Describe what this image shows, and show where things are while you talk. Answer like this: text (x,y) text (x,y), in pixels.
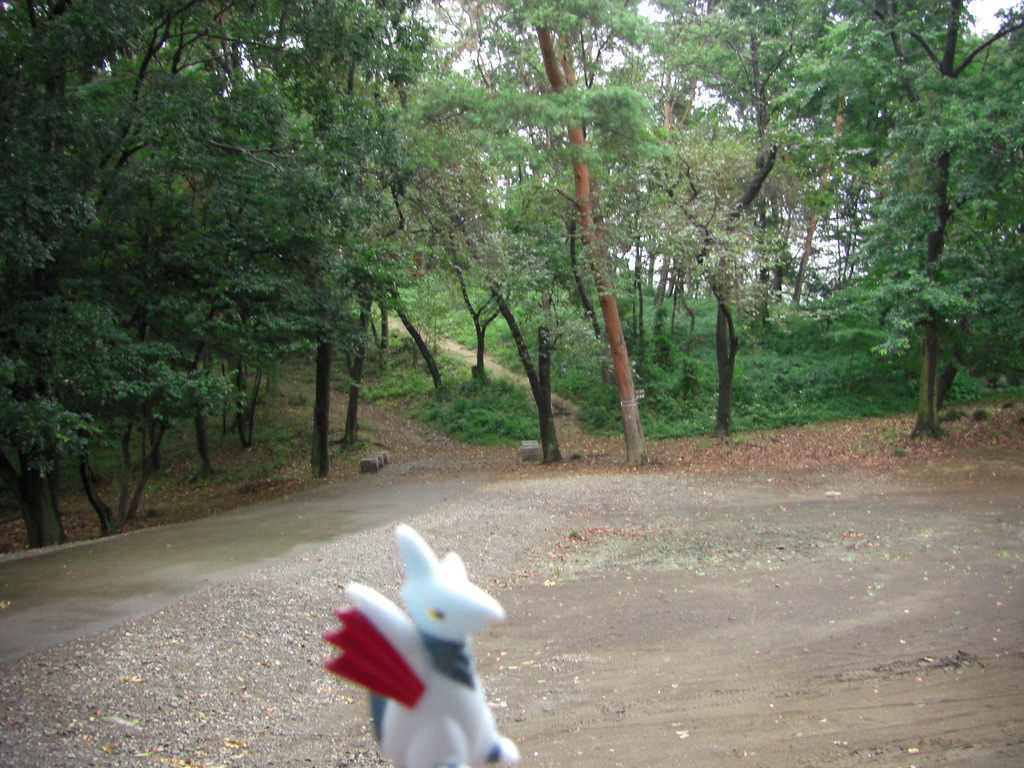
At the bottom of this image (428,610) there is a white color toy (436,681) which is looking like a rabbit (445,671). In the background (720,315), I can see many trees (596,265) and grass (685,419) on the ground (615,476). On the left side (107,572) there is a road (153,565).
